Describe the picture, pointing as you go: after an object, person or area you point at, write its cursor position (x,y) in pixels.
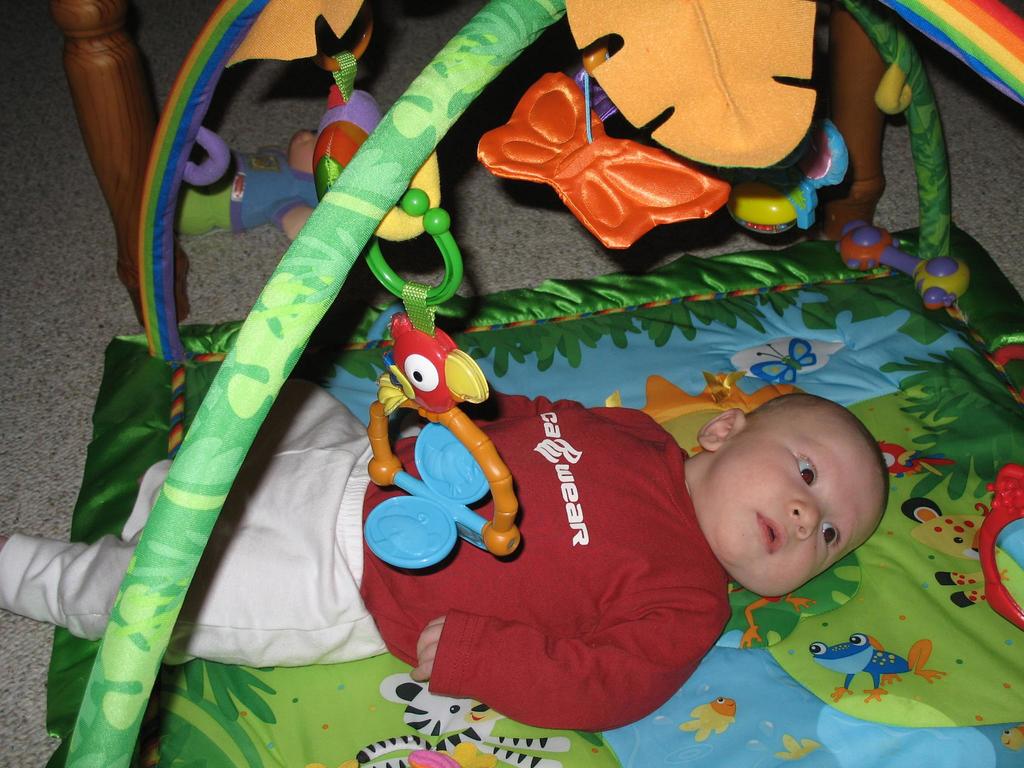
In this image there is one baby (372,595) is lying on the floor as we can see in the bottom of this image (454,633) and there are some wooden objects (123,123) are on the top of this image (147,118). and there is an object (440,106) is in middle of this image (396,302).
